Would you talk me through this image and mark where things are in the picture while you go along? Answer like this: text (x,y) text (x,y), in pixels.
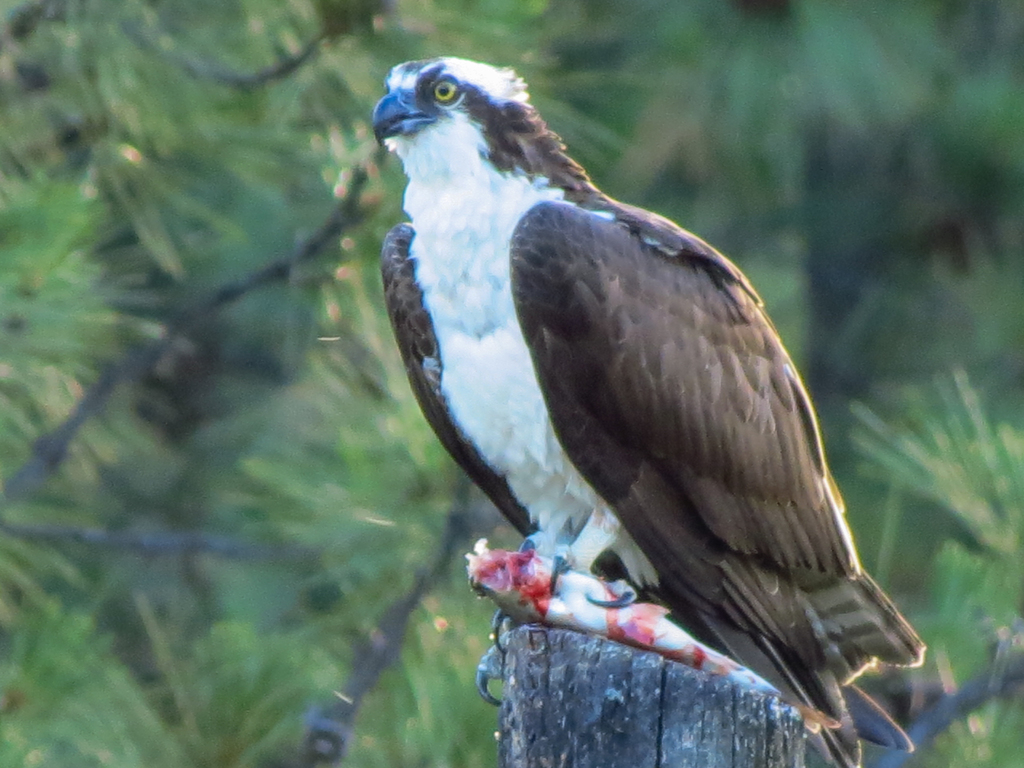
This image consists of an osprey (652,540) sitting on the wooden stick (647,704). In its claws (554,586) there is a fish (577,577). In the background (833,262), there are trees (289,733).
